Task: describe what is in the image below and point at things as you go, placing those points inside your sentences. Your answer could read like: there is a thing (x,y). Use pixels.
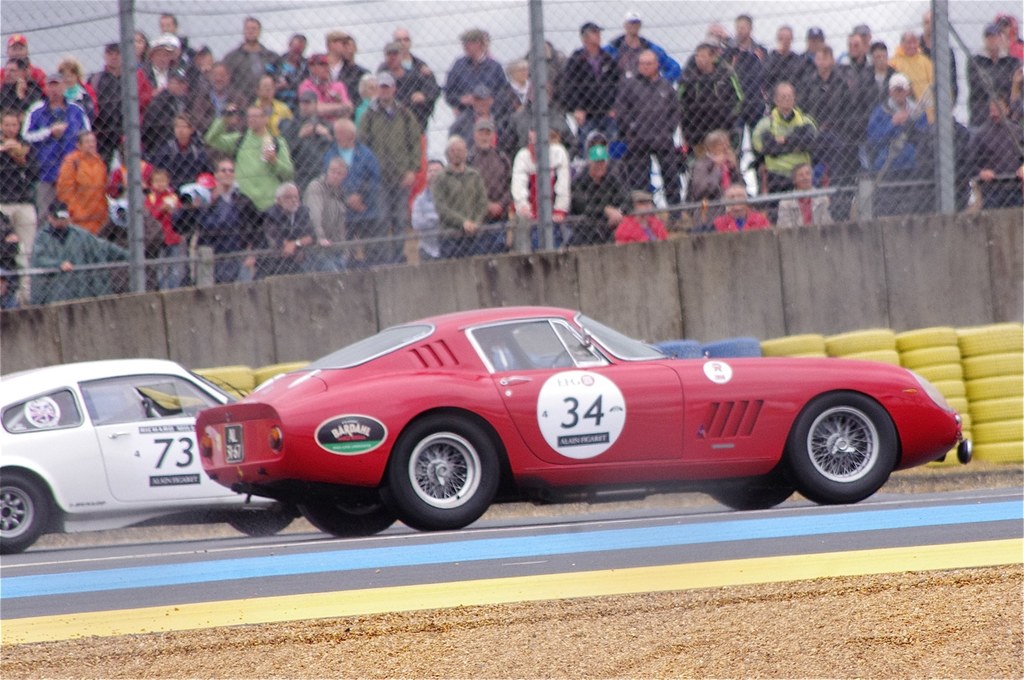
In this picture I can see the red and white car (342,456) on the road (383,580). Behind that I can see the yellow and blue colour tires (907,358) which are placed near to the concrete wall (726,283) and fencing (872,192). Behind the fencing (895,177) I can see many peoples (47,81) who are standing. At the top (394,11) I can see the wires (375,14) and sky (375,14).
